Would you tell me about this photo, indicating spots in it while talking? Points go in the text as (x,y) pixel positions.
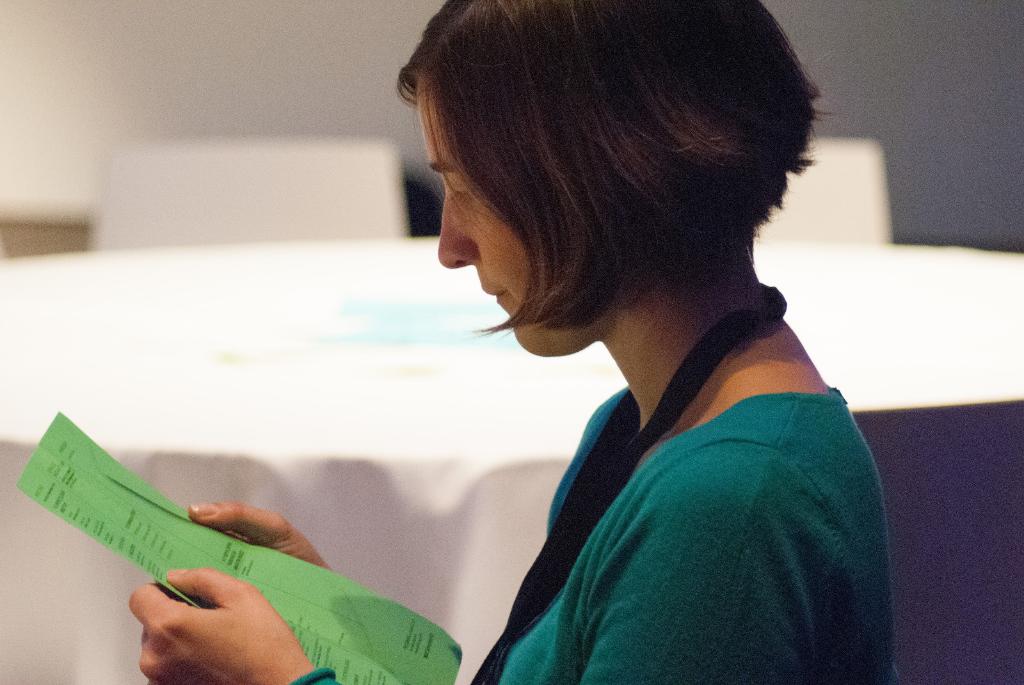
In this image there is a woman (515,208) holding a paper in her hand (225,526).
